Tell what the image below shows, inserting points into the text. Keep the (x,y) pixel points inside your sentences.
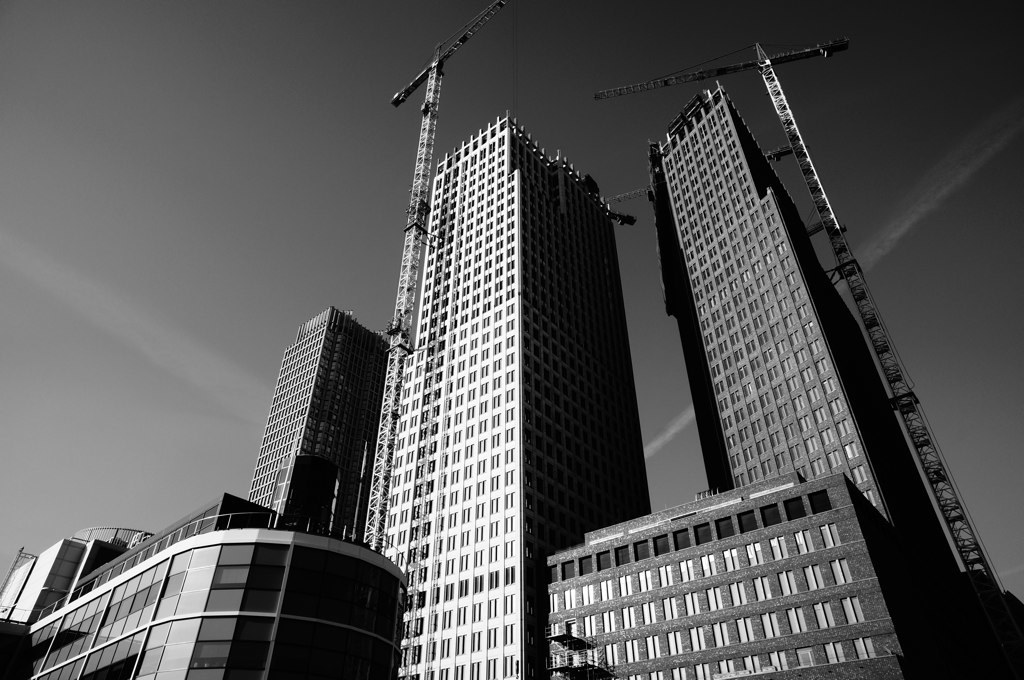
This is black and white image, we can see buildings (576,431), cranes (437,56), and the sky (123,369).
